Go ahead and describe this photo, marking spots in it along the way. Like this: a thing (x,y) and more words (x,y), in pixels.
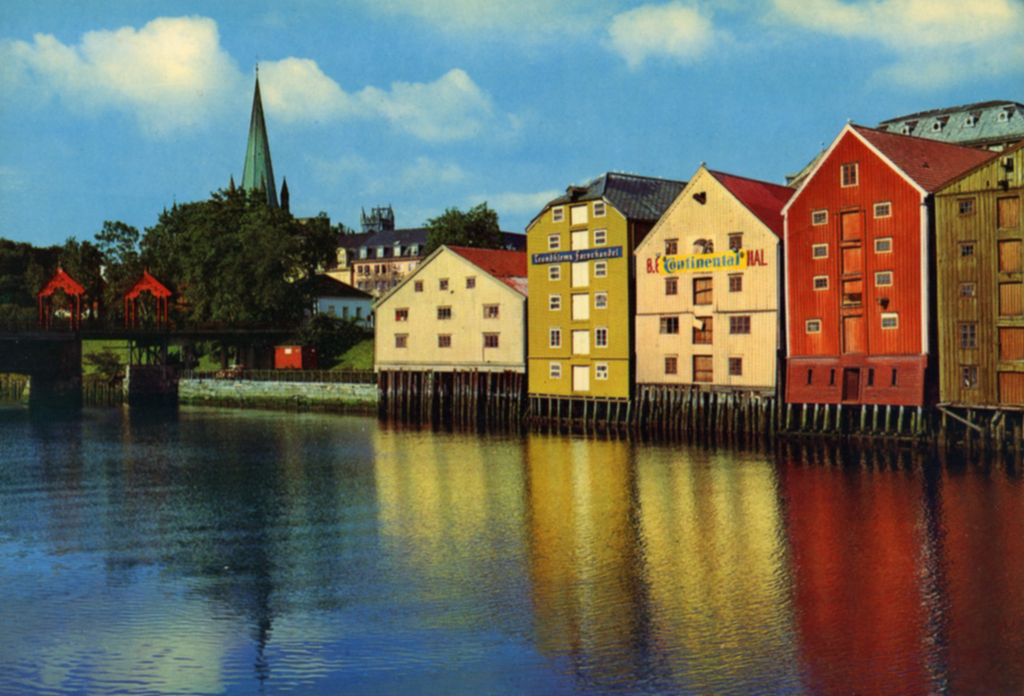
In this picture we can see many buildings (813,365). At the bottom (94,511) there is a water (768,595). On the left (284,287) we can see the bridge (71,370), trees (327,246), poles (40,322) and church (289,191). At the top (375,122) we can see sky (994,10) and clouds (1020,28).
